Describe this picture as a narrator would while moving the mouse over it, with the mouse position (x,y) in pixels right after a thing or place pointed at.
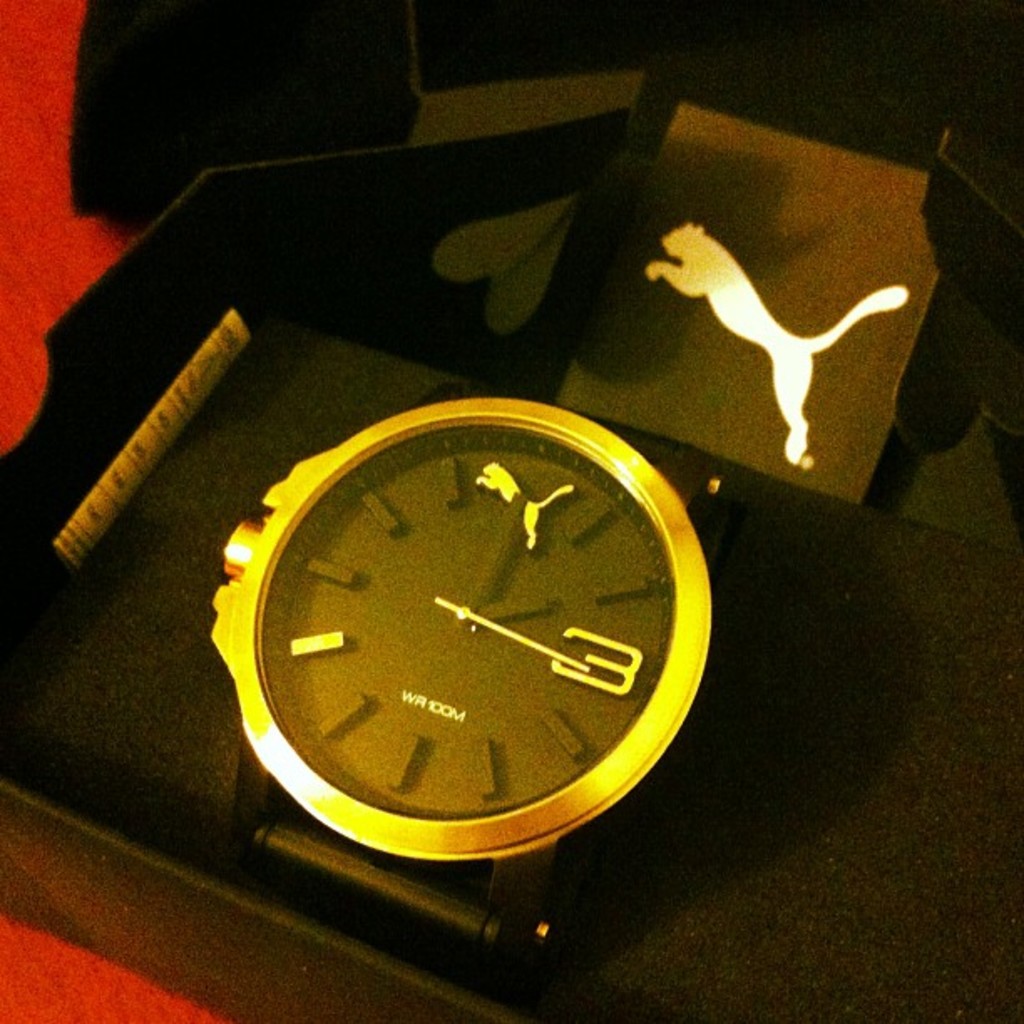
In this picture, we see a black box (5,801) containing the wrist watch (504,499) is placed on the table (60,278). This table (64,261) is covered with the red color sheet (65,976). In the background (797,105), it is black in color.
